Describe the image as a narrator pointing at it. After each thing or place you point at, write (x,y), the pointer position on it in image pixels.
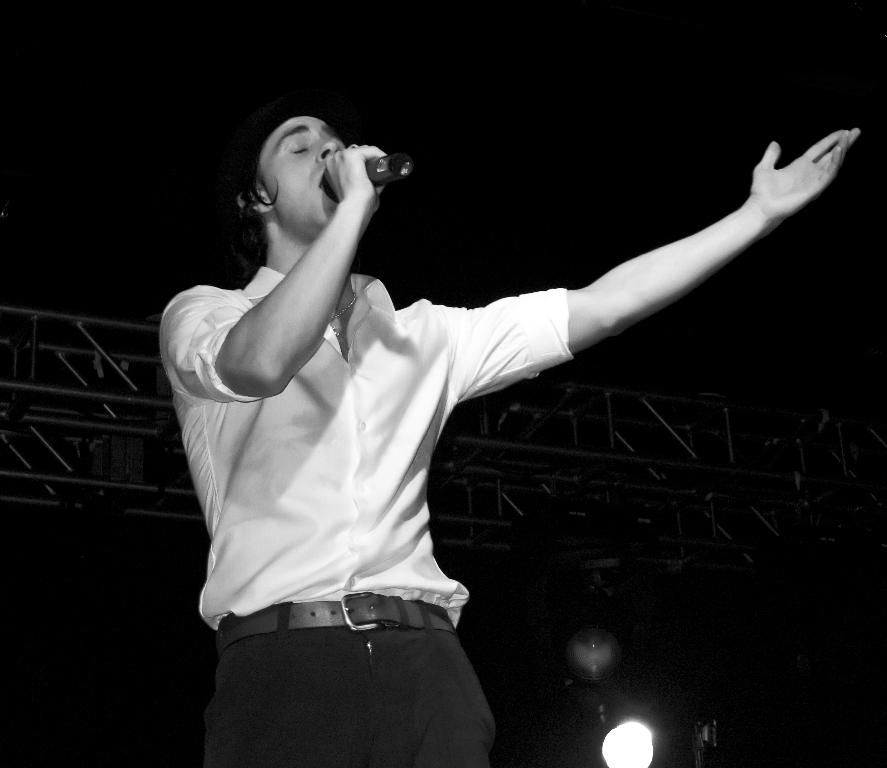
This is a black and white picture. Here we can see a man (373,208) who is singing on the mike (398,165) and this is light (652,734).
